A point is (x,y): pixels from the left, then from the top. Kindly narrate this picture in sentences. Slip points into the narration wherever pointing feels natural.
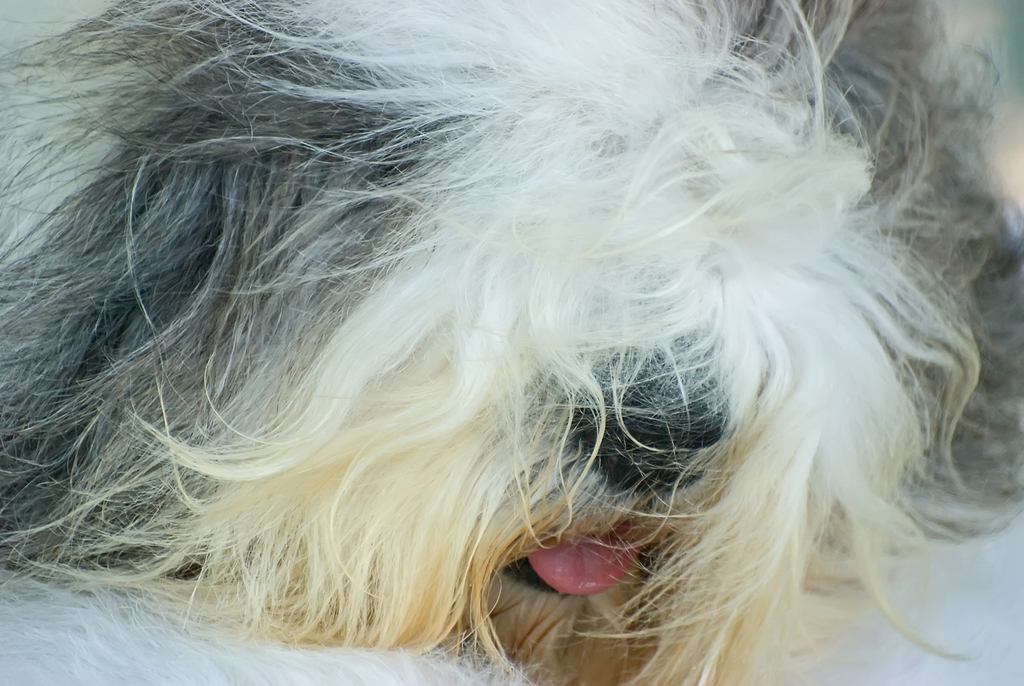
In this image, we can see a dog (530,354) lying on the floor (1003,655).
